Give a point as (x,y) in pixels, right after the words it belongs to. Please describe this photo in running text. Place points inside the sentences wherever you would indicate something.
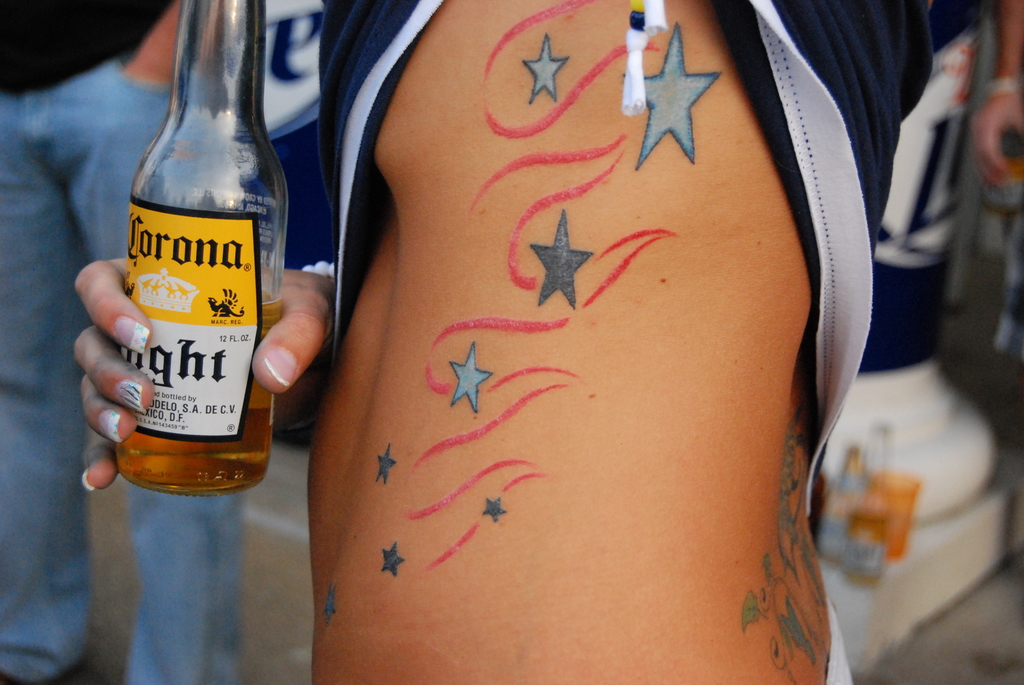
Here I can see a person's body (567,606). There is a tattoo (578,157) on the body (474,507). This person (300,331) is holding a bottle (259,265) in hand (288,313). In the background (40,142) I can see few people (51,117) are standing.
